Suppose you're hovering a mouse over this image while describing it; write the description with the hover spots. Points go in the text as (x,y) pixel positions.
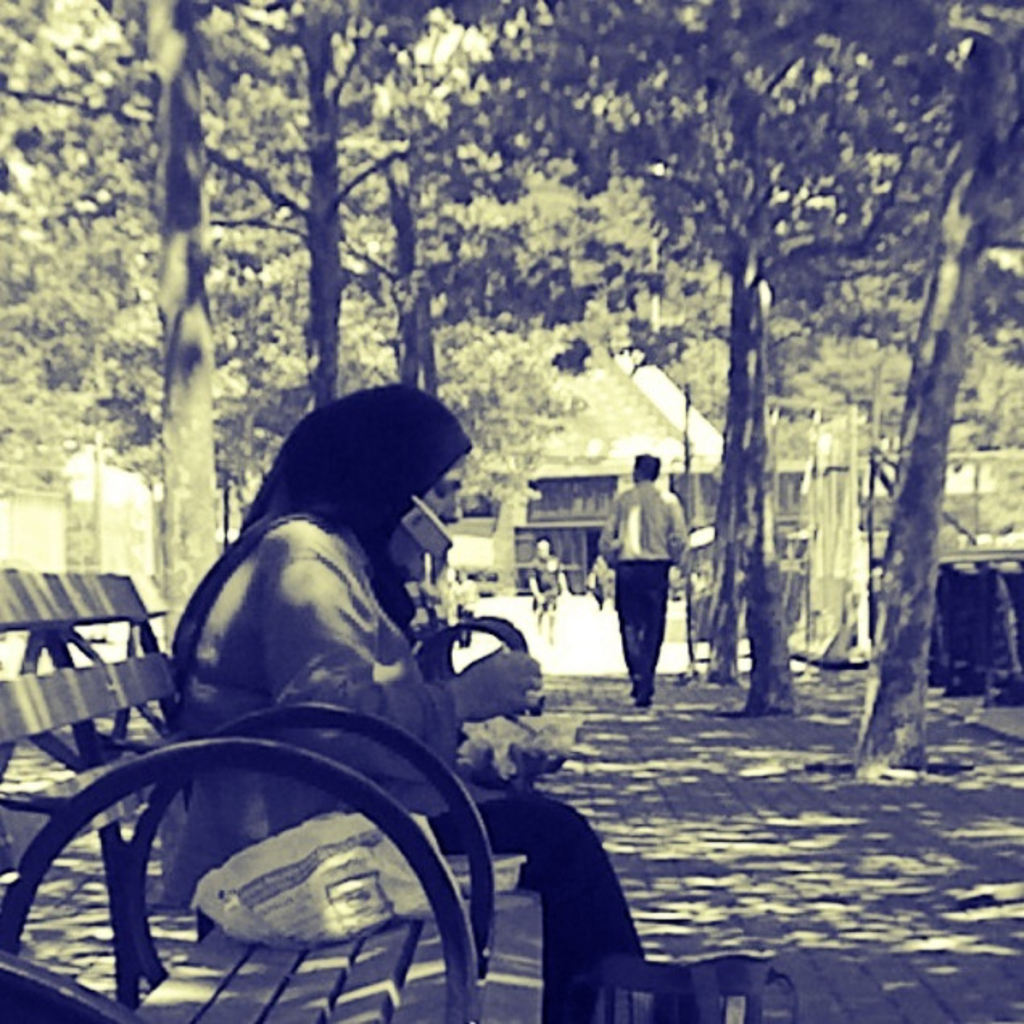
In the image there is a path (561,661) and in the foreground (329,754) there is a bench (475,1021), there is a woman (431,706) sitting on the bench (154,755) and behind the woman (347,654) there are few people (601,556) walking on the path (613,609) and around them there are trees (17,398).
